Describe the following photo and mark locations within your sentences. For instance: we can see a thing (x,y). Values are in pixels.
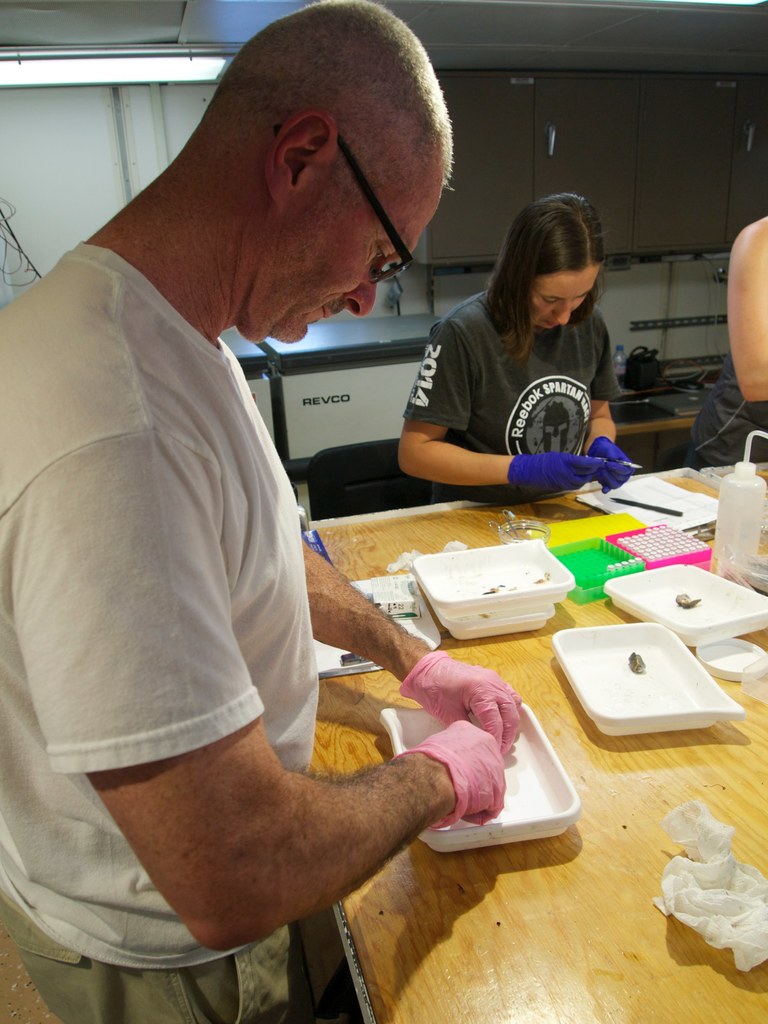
In this image, we can see two people (207,535) are standing near the wooden table (644,965) and wearing gloves (419,674). Here we can see so many things (728,858), trays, bottle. Background (76,157) there is a wall (86,204), cupboards (519,180), boxes (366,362), few objects (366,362). On the right side of the image (738,374), we can see the human body (759,317).
